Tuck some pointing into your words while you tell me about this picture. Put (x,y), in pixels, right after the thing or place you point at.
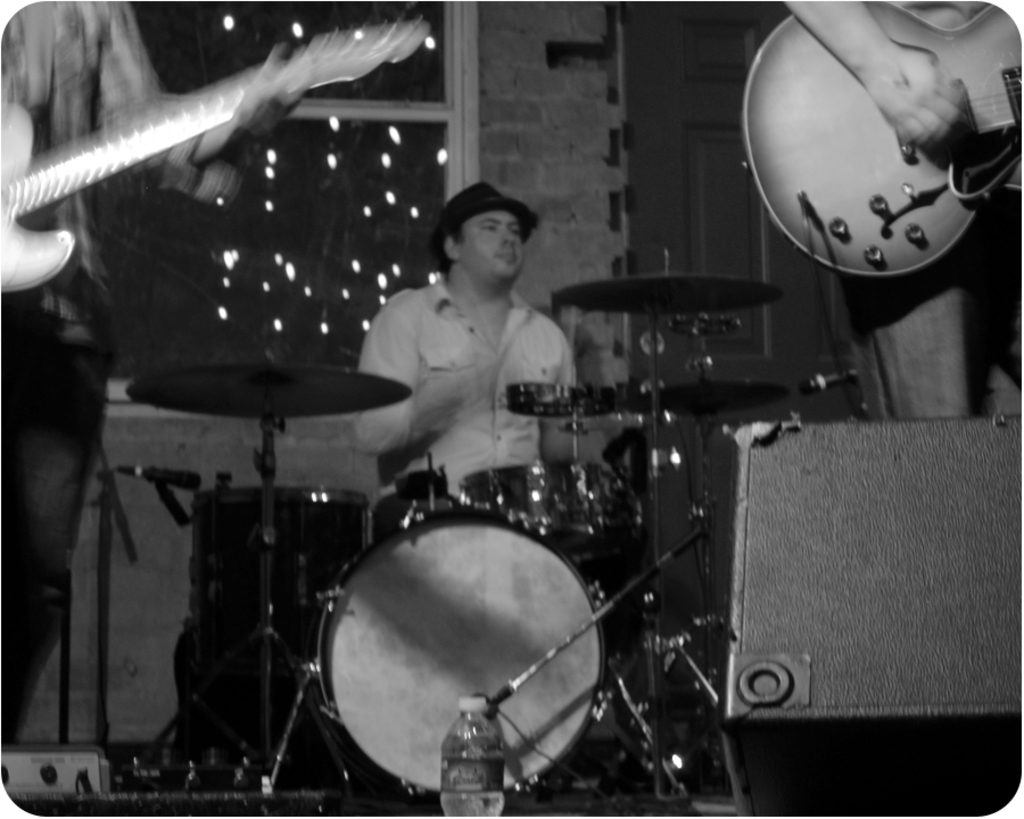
In this picture we can observe a man (453,395) sitting in front of the drums (401,518). He is wearing a cap (469,217) on his head (460,233). We can observe two members (66,76) playing guitars (883,155) on either sides of this picture. In the background (554,140) there is a wall (552,125), window (385,144) and a door (687,142).
